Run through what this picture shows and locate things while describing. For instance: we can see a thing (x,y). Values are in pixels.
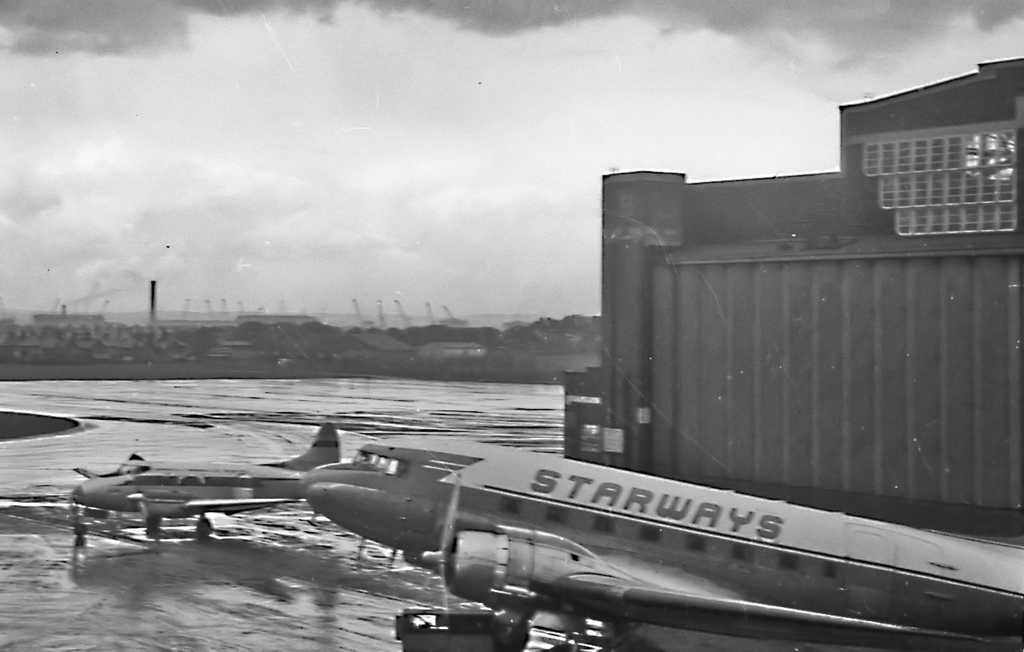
This is a black and white image and here we can see buildings (727,290), poles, trees (570,334) and there are aeroplanes (462,541) on the road (187,568). At the top (254,64), there is sky (378,117).
